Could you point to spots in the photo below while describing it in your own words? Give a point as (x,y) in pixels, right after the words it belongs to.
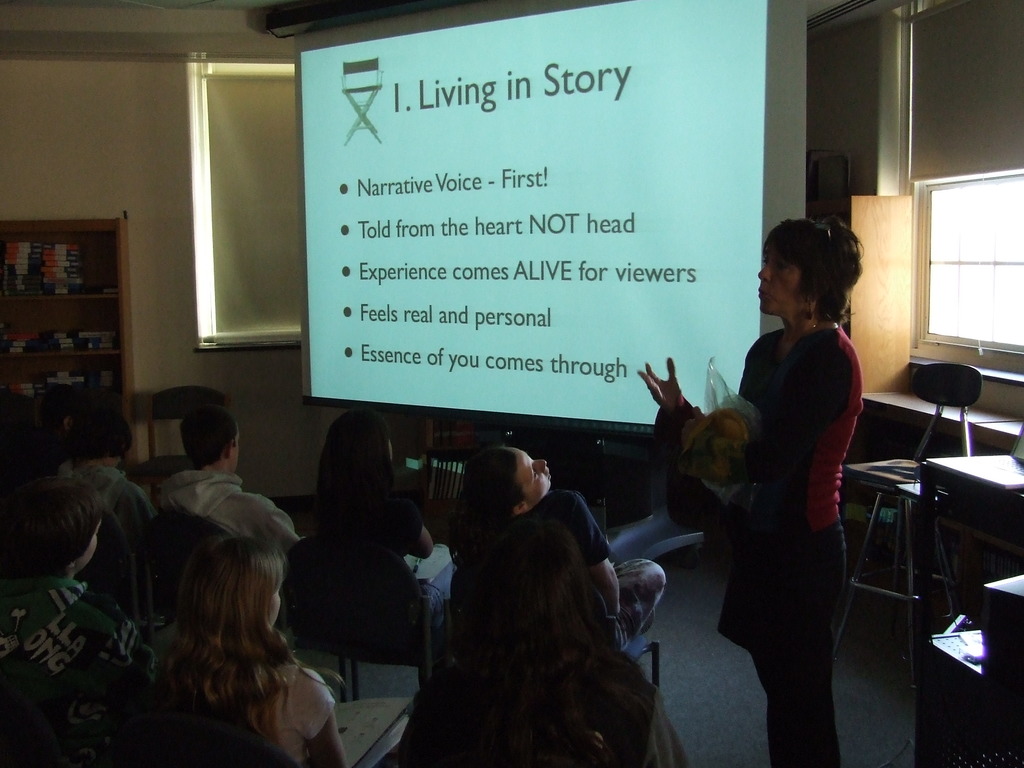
The women (782,407) wearing red dress (826,479) is standing and speaking in front a group of people (218,550) and there is a projected image (515,253) beside her.
